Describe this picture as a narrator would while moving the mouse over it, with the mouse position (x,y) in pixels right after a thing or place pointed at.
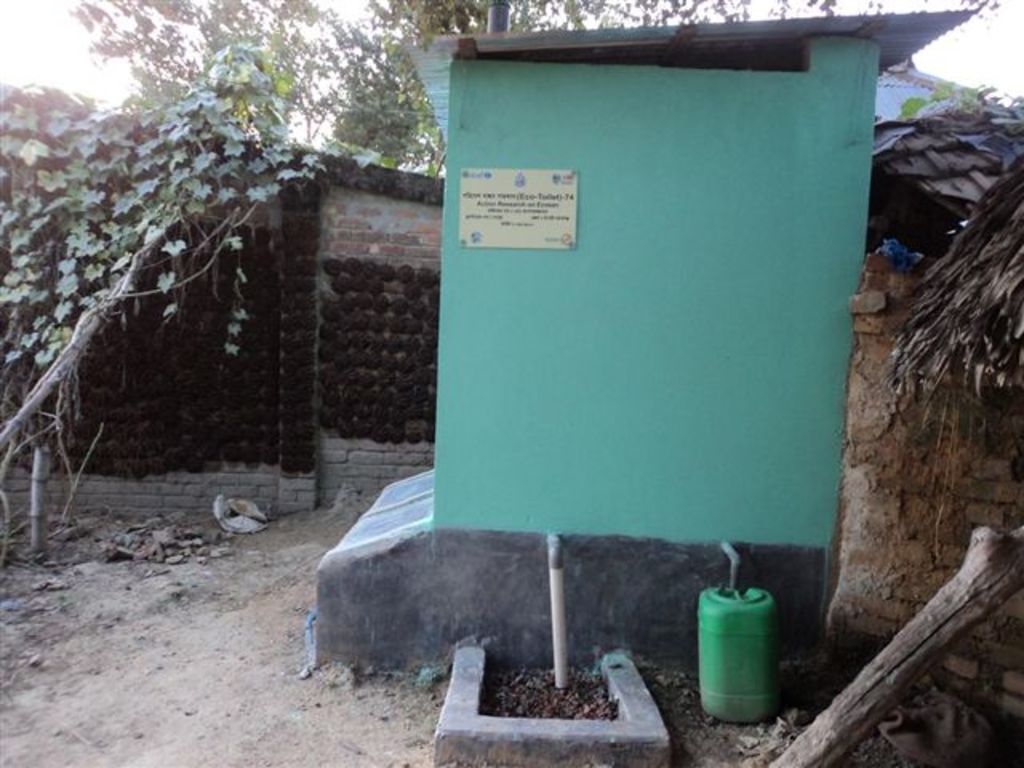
In this image I can see the house (641,372) which is green in color, a can (733,667) which is green in color and two pipes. I can see few trees (457,13), few walls (424,221) and the sky (998,72) in the background (209,29).
